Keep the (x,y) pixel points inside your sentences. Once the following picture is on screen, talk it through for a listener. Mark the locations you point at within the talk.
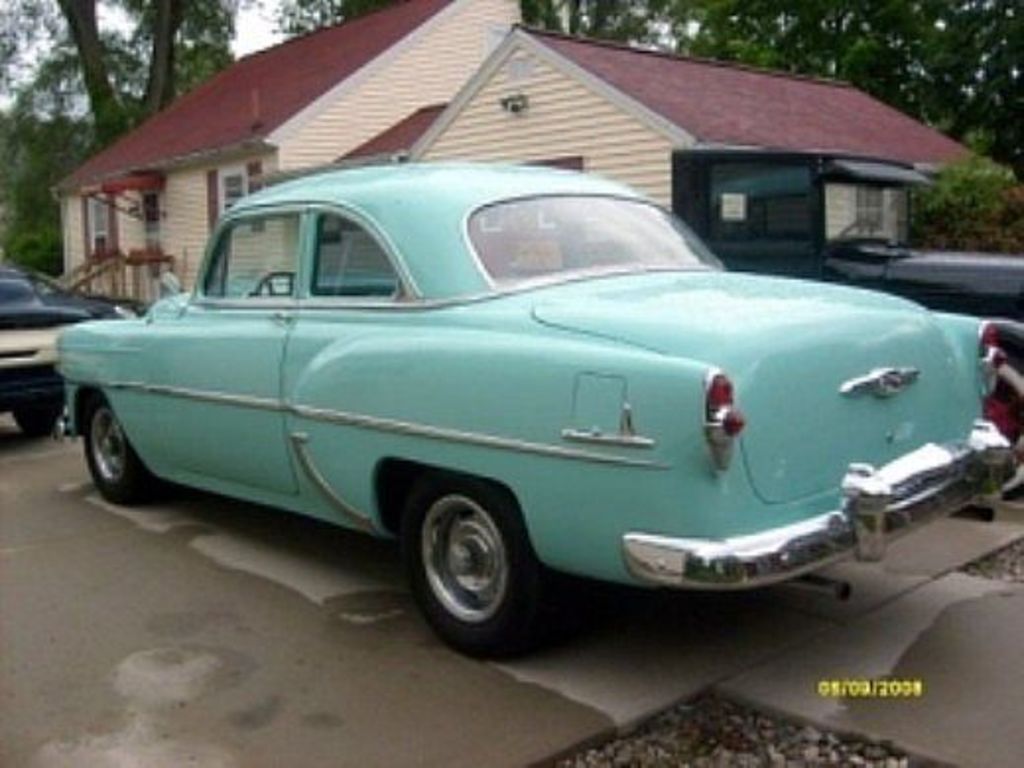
In this image, I can see the cars (817,526) on the road (436,704) and a house (190,158) with the windows (240,171). In the background (871,41), there are trees (874,27). At the bottom right side of the image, this is the watermark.
